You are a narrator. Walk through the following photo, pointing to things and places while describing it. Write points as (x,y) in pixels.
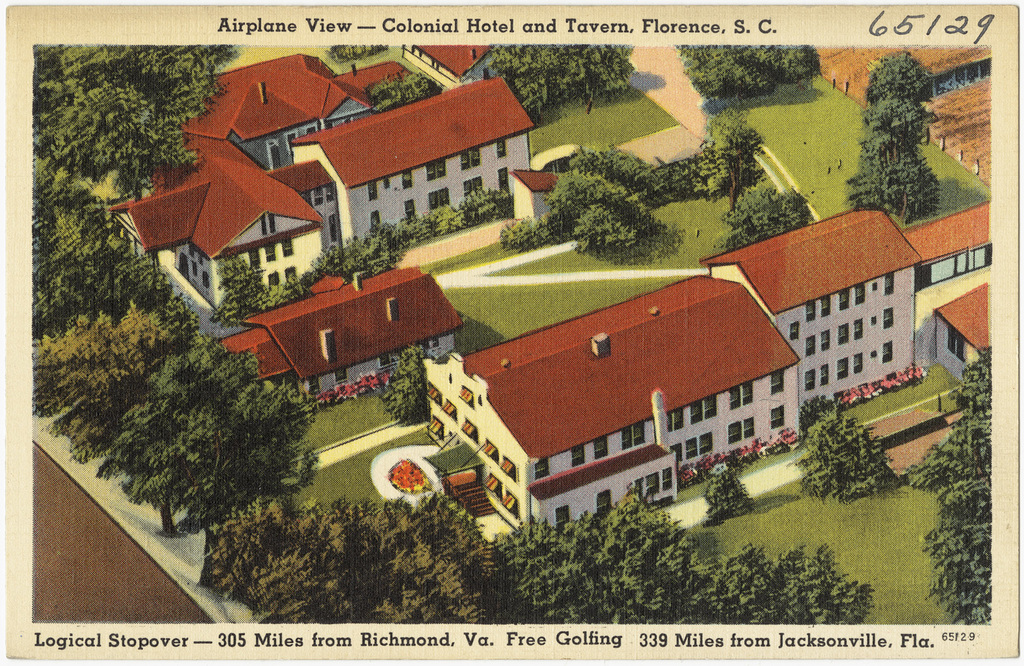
In this image I can see an animated picture. I can see few buildings (271,180), plants (488,210), trees (368,259) and grass (707,247). I can also see something is written at few places.
